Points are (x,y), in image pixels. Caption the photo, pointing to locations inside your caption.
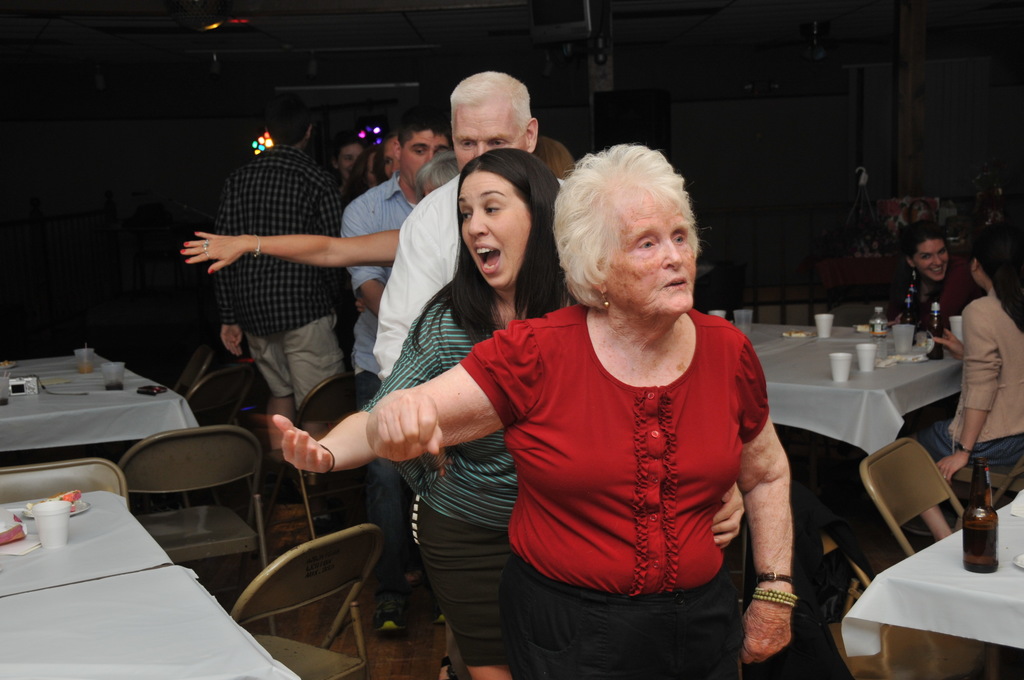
Background (224,135) is very dark. These are lights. Here we can see tables (97,659) and lights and on the tables (98,594) we can see drinking glasses (106,387), camera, tissue paper (8,546), bottle (976,483). Here we can see two persons (978,338) sitting on chairs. Here we can see few persons (529,285) dancing.
